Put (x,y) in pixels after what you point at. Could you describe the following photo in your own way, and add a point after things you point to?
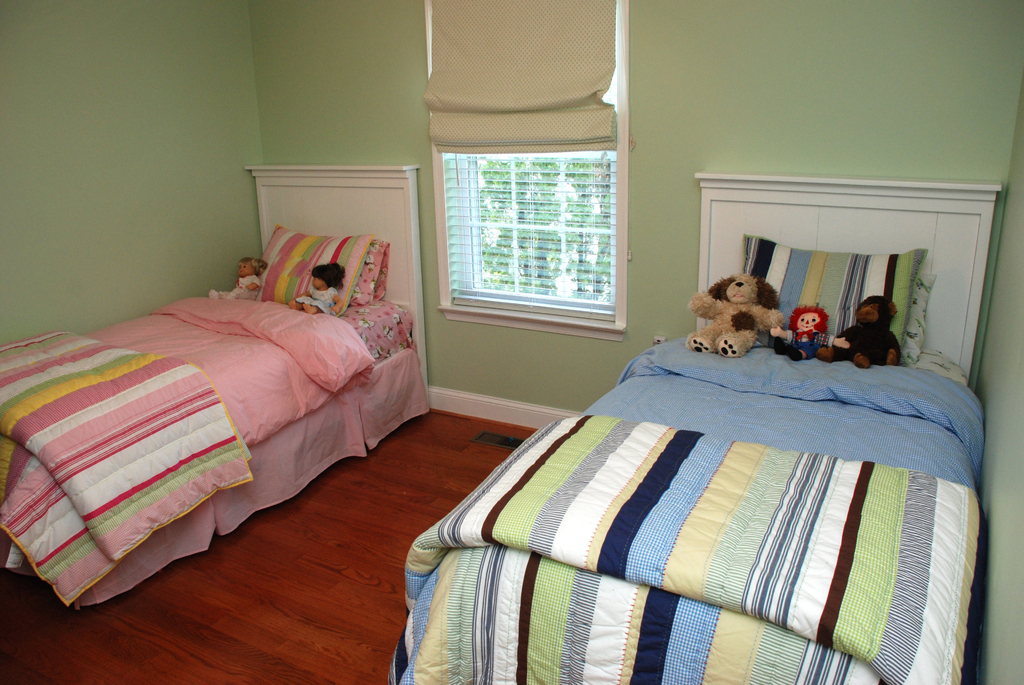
Here we can see two beds (315,367) present with toys (322,307) and pillows (298,265) on it and between them there is a window (442,297).
